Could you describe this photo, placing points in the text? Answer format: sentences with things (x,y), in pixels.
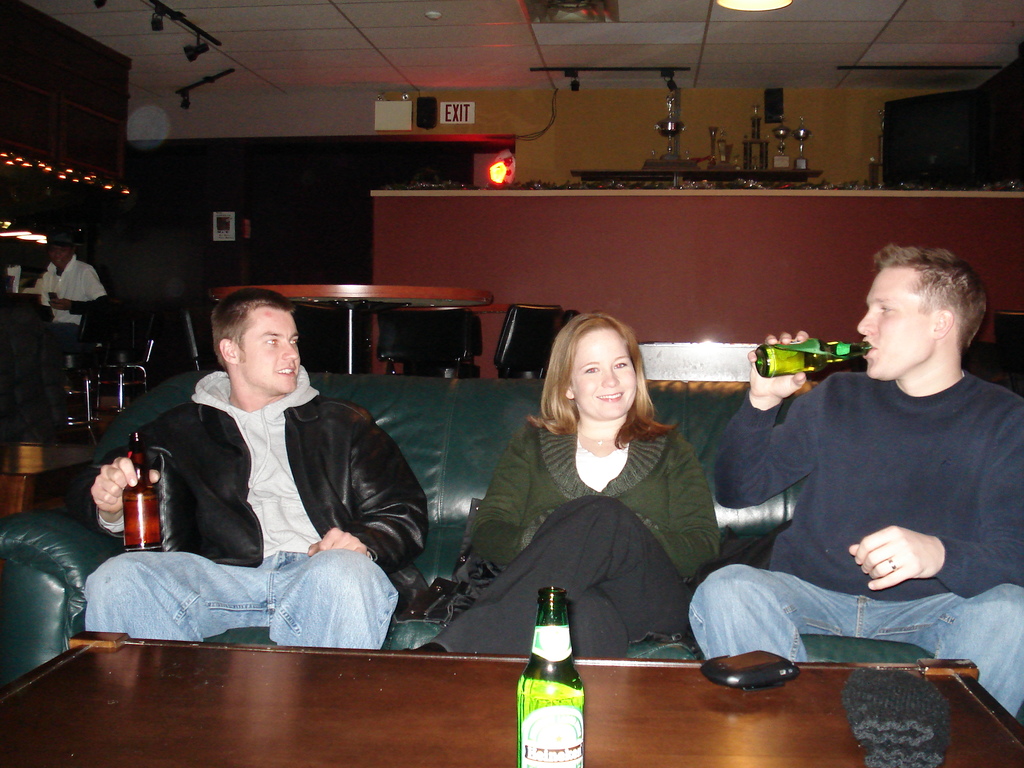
In the center of the image (342,467) there are three people (510,507) sitting on the sofa (468,437) before them there is a table (596,764) and a bottle (574,718) placed on the table (500,718). In the background (289,223) there are people (79,290), a counter (518,229) and a wall (531,150).
